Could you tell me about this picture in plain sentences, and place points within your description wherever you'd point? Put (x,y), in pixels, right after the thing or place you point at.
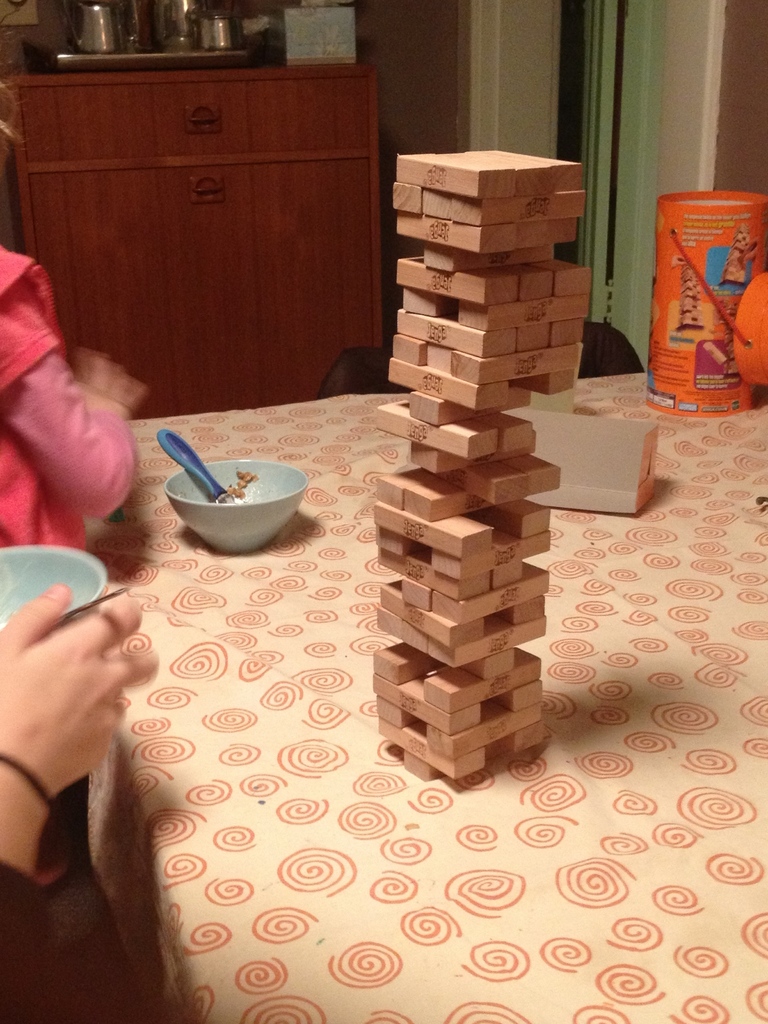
In the center of the image (392,423) we can see jenga blocks (421,572) placed on the table (766,667). On the table (672,721) we can see bowl (236,518), spoon (225,496) and objects (661,398). On the left side of the image (79,972) we can see persons (60,832). In the background (165,142) there is a cupboard (242,235), curtain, wall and some objects (163,53).
